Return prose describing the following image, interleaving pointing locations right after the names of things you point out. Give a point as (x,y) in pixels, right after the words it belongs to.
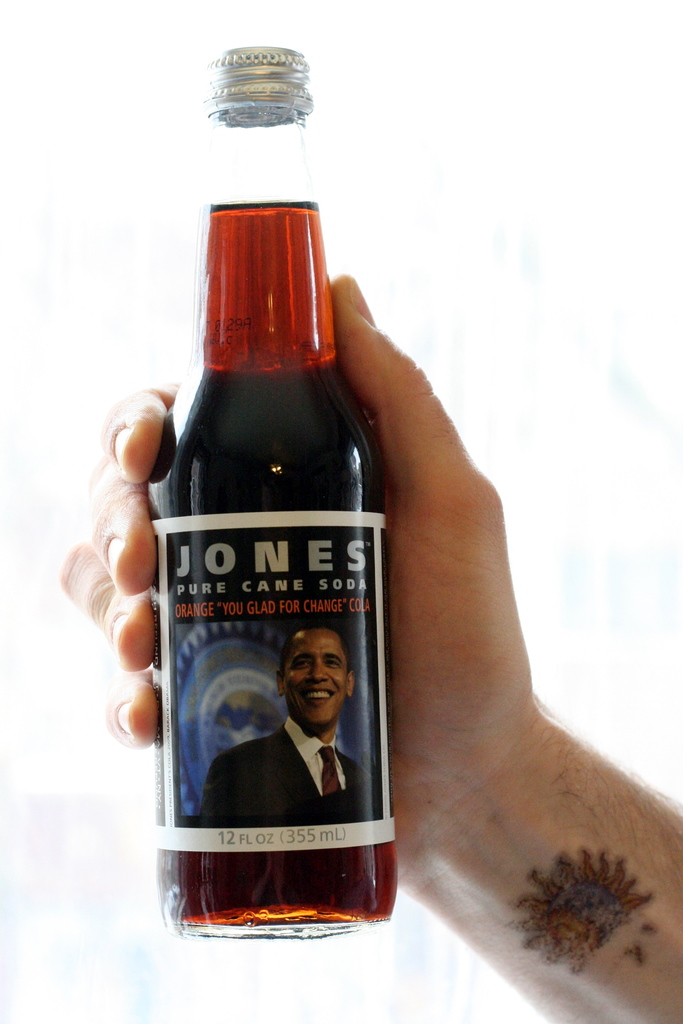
In this image there is a red color soda bottle (247,709) which is holding by a man's hand (502,827) and there is a tattoo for his wrist (590,858) and the soda bottle (266,465) has label (174,810) naming Jones pure cane soda which is of 355ml.
